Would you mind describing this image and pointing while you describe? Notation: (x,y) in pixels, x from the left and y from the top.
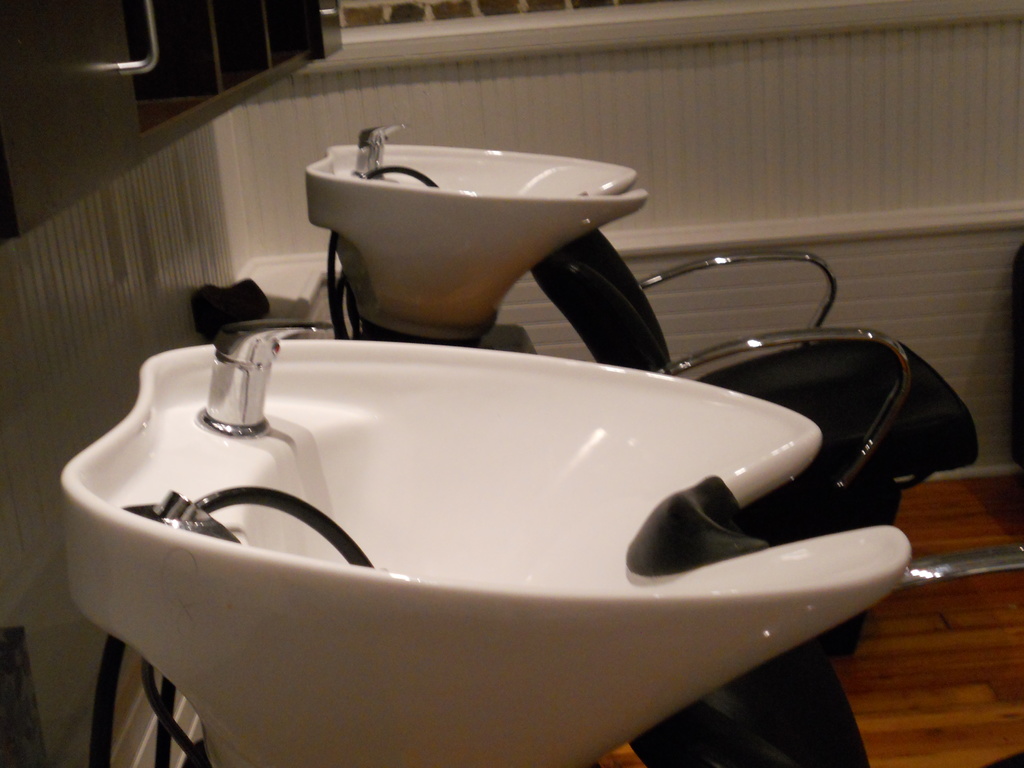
In this image we can see two sinks (423,447), chairs (703,739). At the bottom of the image (944,723) there is wooden flooring (929,736). In the background of the image (787,168) there is wall (542,79). To the left side of the image (50,135) there is a cupboard (127,4).
